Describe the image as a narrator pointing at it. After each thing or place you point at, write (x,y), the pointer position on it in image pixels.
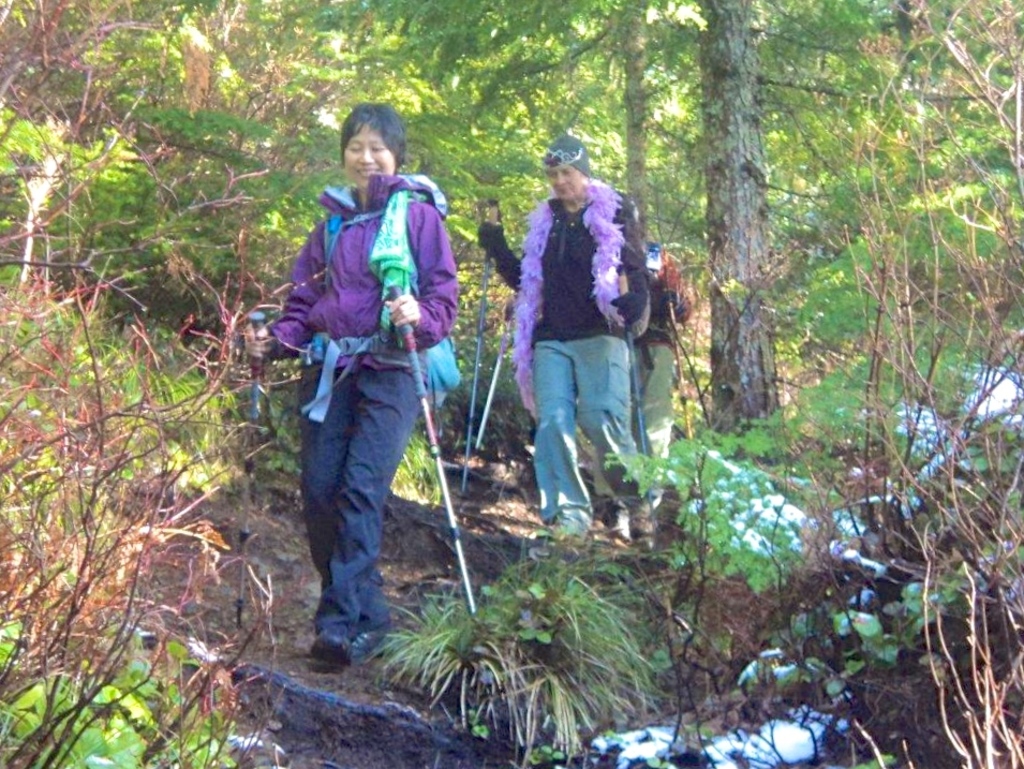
In this image we can see three persons (352,500) are walking and holding the objects (465,561), behind them there are some trees (722,1) and plants (20,347).
